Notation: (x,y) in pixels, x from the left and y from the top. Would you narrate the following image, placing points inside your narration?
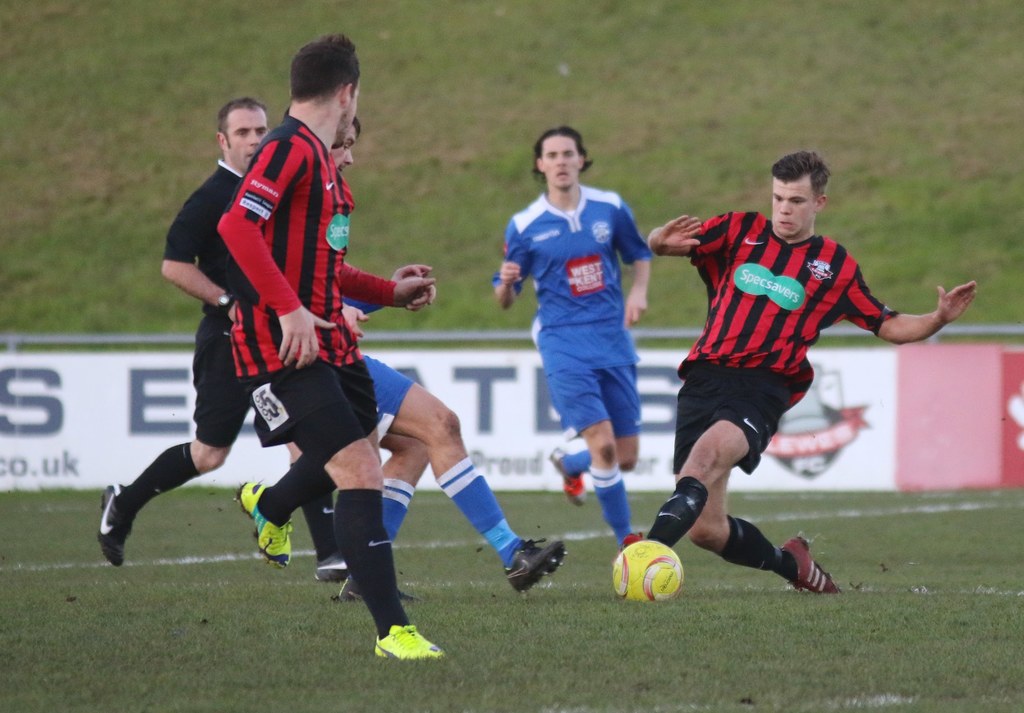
In this image, we can see a group of people (220,399) are running on the grass (613,605). Here there is a ball (644,570) on the grass (746,499). They are playing a game. Background (972,467) we can see banner (955,469). Here we can see a blur view.
